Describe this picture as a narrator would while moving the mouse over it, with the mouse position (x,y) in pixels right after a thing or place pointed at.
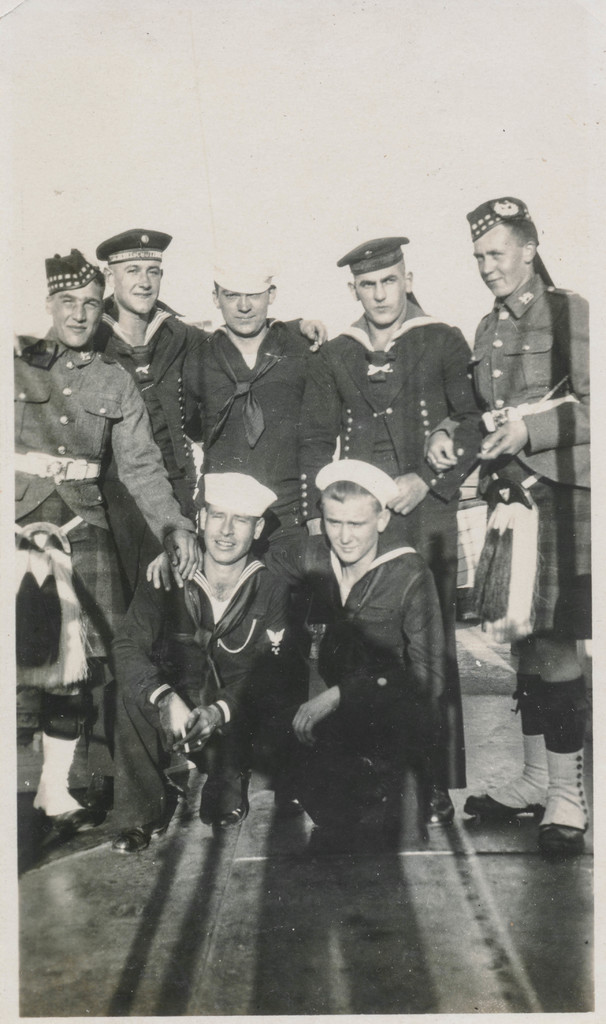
In this picture we can see the group of person (427,617) on the floor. On the right (504,590) there is a man (528,365) who is wearing shirt (538,388), kilt (574,594) and shoe (500,813). Beside him we can see another man (441,325) who is wearing jacket (362,344). In front of him there are two persons (369,649) who are in squat position.
